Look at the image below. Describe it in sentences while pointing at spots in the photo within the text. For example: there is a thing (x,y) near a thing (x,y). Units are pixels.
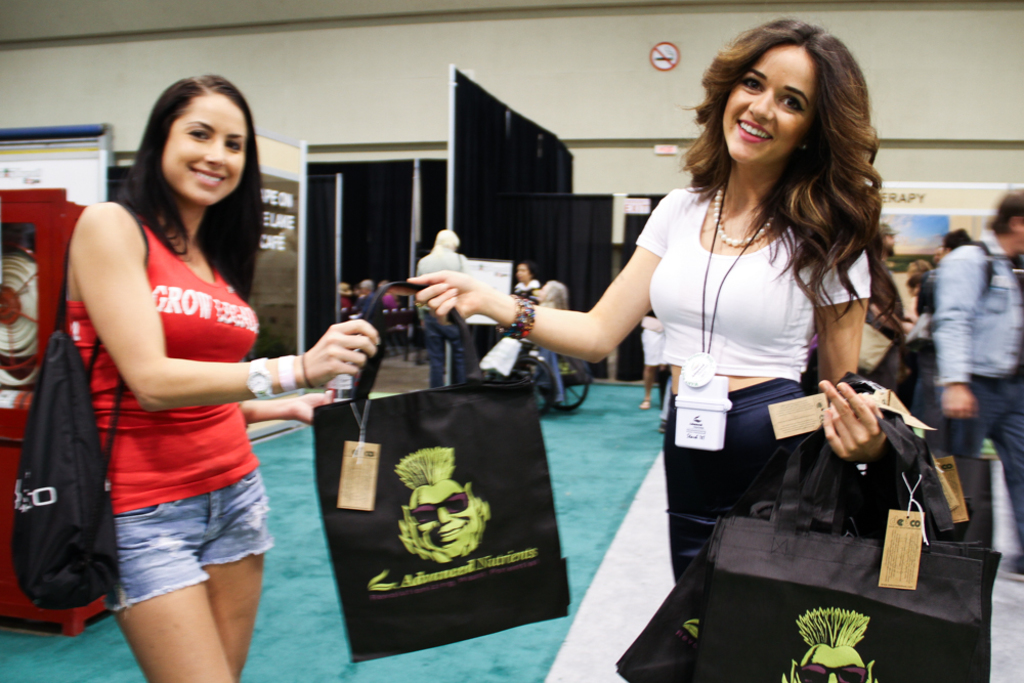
In this image I can see two women (805,206) are standing and holding carry bag (508,411), I can also see smile (207,172) on their faces (753,157). In the background (1017,241) I can see few more people (890,350).
